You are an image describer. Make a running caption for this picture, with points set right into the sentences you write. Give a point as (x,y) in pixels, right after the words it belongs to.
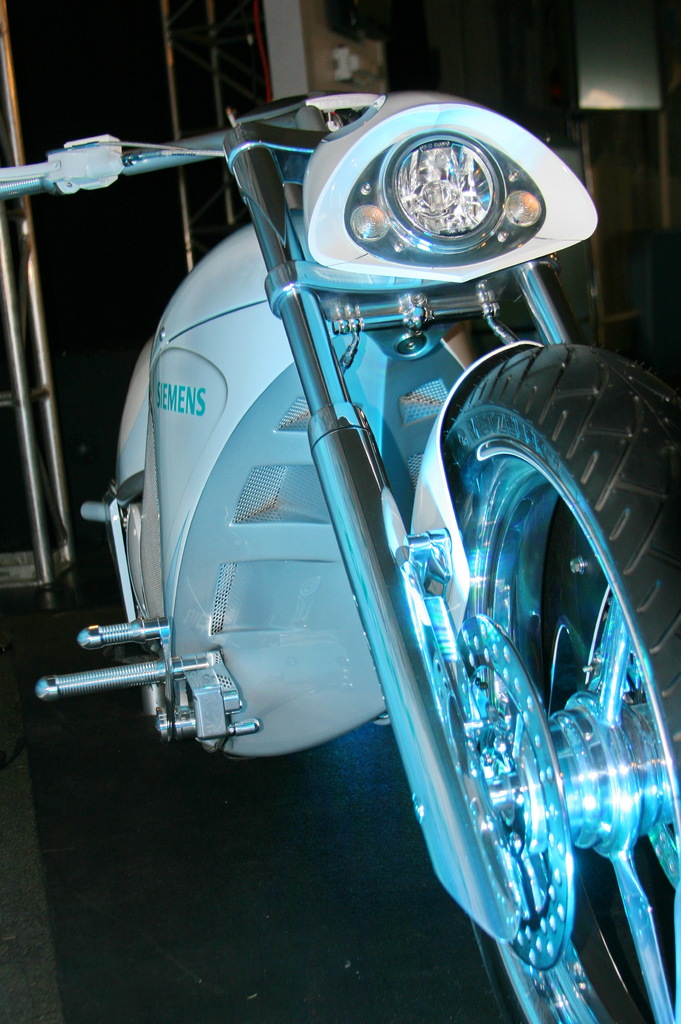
In this picture we can see part of a vehicle (271,417). In the background of the image (399,17) it is dark and we can see rods (12,96) and objects (601,38).
